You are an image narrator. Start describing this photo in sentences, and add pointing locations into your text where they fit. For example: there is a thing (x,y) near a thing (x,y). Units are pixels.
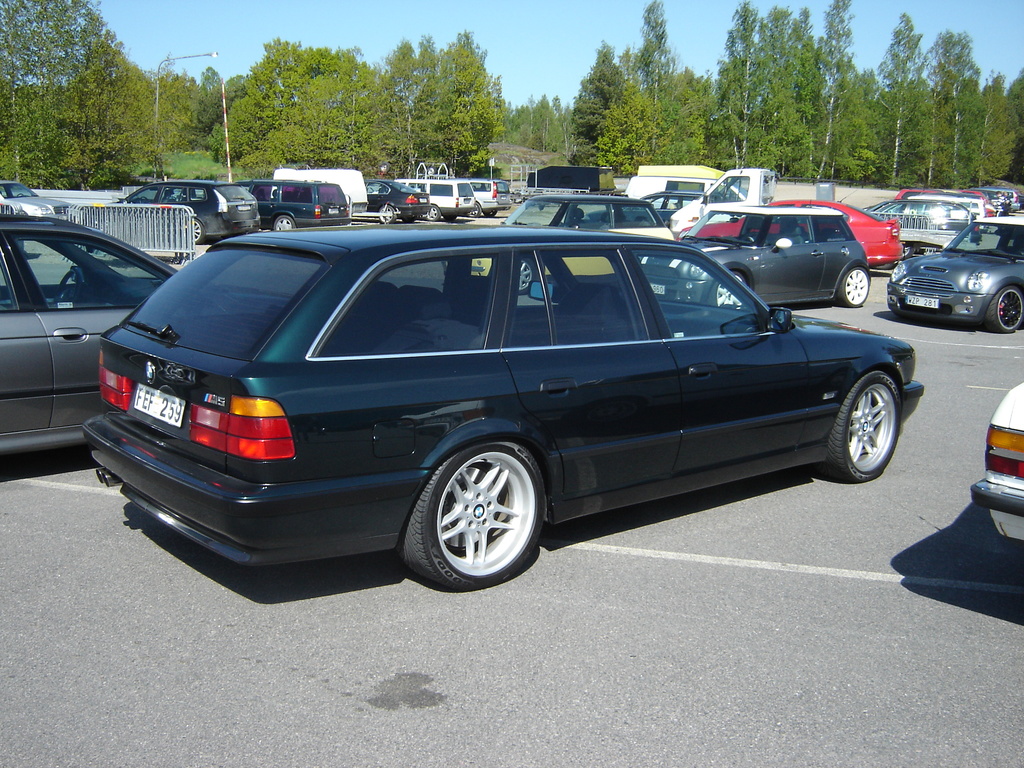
In this image we can see cars (332,322) on the road (346,584). In the background (345,160) there are trees (594,104) and we can see poles (221,82). There is sky (223,66).
